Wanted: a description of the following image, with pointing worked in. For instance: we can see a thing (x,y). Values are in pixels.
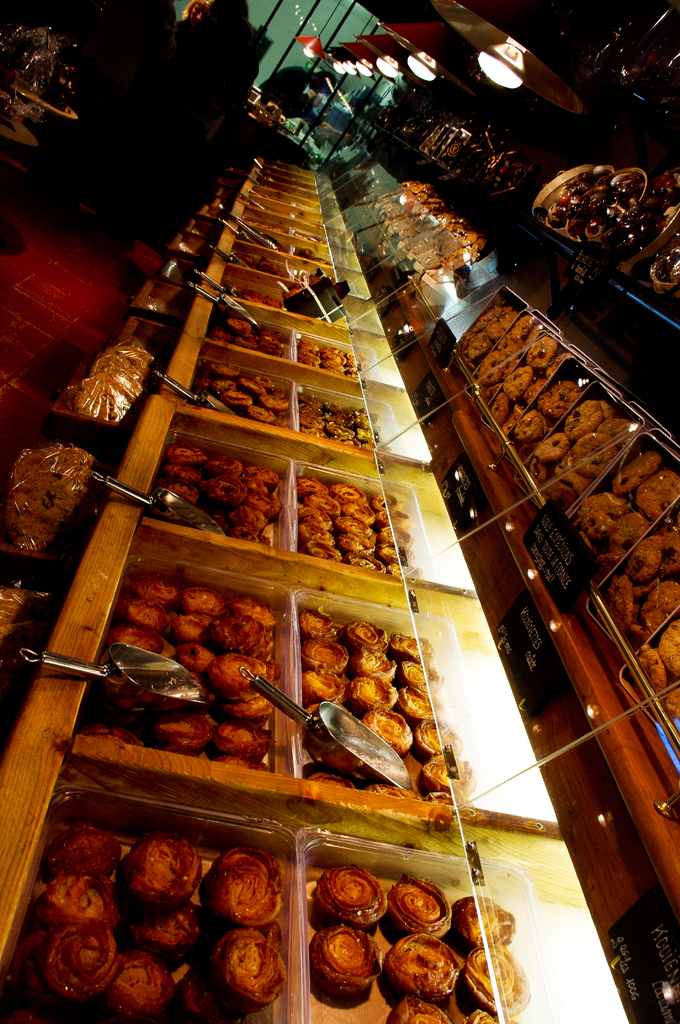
In this image we some food items (679,537) which are arranged in boxes (281,549) and top of the image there are some lights (398,56).
